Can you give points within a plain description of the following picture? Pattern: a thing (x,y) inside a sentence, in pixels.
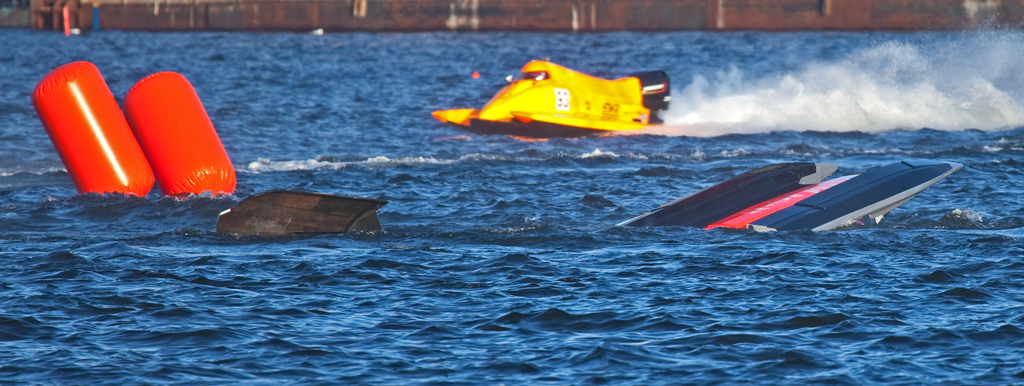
In this picture we can see a boat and two red objects (140,117) on water (413,74) and in the background (293,25) we can see the wall (908,10).
